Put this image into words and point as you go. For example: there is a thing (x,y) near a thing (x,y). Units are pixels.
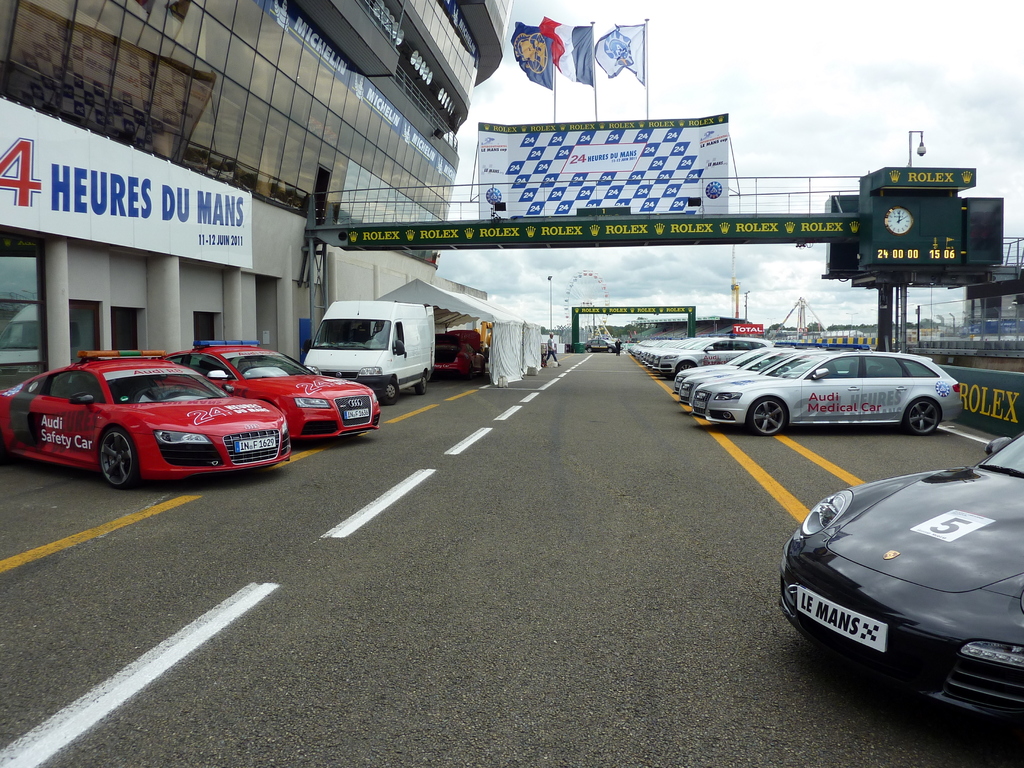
In this picture I can see there are cars (696,346) and there is a building (270,245) here on the left side (171,235) and there are some banners (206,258) here on to right (729,230).
